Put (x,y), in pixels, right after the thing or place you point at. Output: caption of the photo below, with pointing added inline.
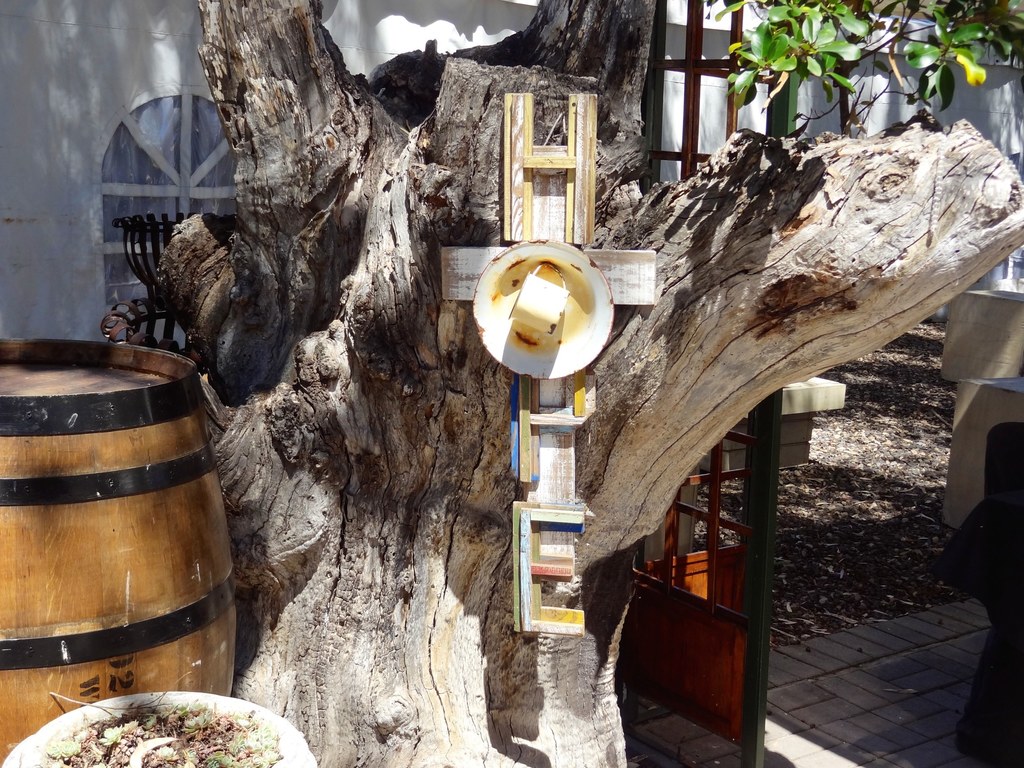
In this image there is a barrel (64,555). Beside the barrel (54,538) there are wooden letters (519,589) on the trunk (411,578) of a tree (800,241). In the background of the image (693,585) there is a metal rod fence (714,489), concrete structures (954,376). There is a window (167,157) on the wall (111,128) and there is a tree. In front of the barrel (108,658) there is a planter (139,696).
